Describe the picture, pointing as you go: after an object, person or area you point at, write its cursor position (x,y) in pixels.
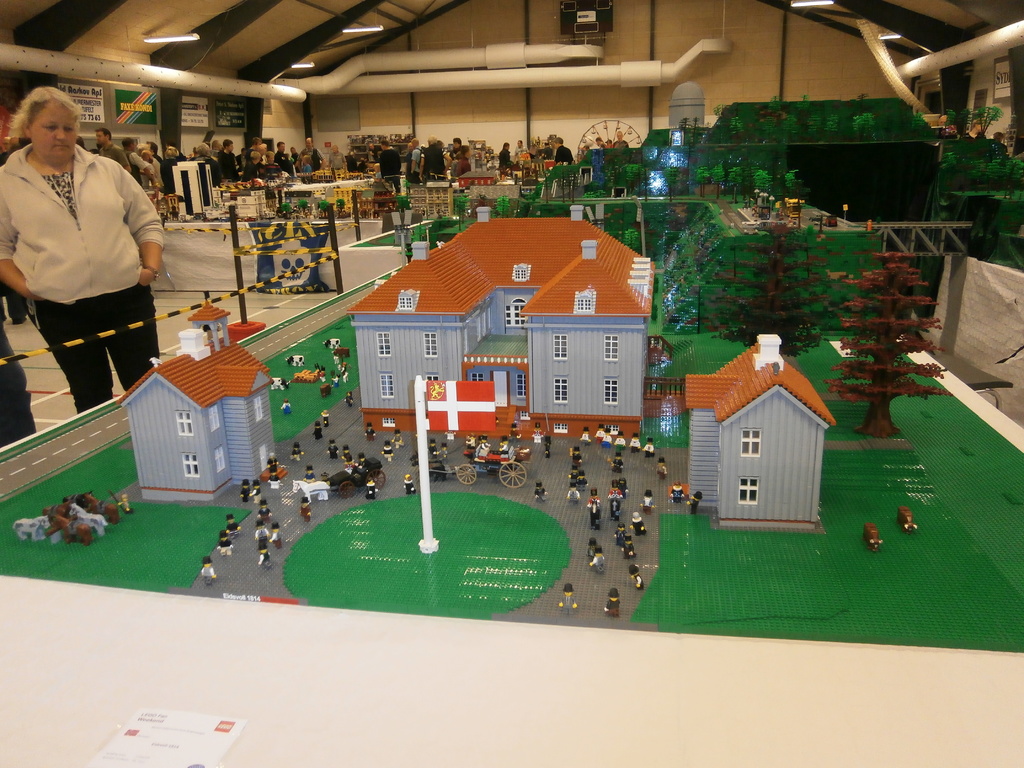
In the foreground of the picture (387,378) we can see model of house (501,382), people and trees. On the left (45,154) we can see people (63,252). In middle of the picture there are people (393,173), models (719,141), trees (563,168) and various objects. In the background (474,84) there are pipes (430,68), wall (811,29) and lights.
